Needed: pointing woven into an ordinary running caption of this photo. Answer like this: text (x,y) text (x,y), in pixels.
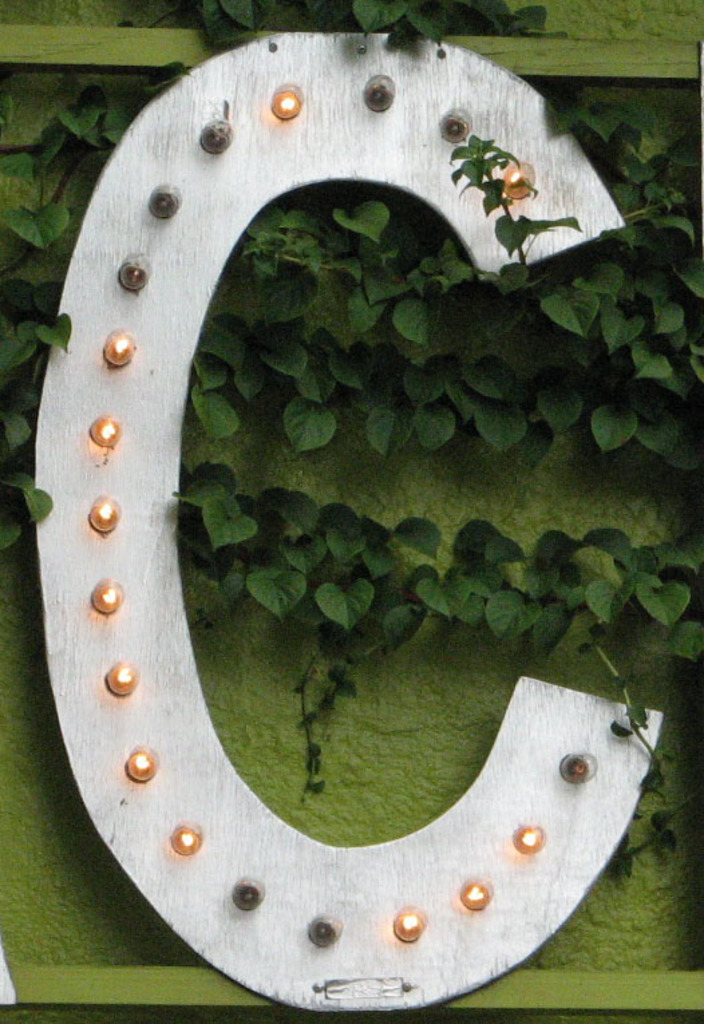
As we can see in the image there is a wall (487,513), leaves (502,385) and lights (130,282).
